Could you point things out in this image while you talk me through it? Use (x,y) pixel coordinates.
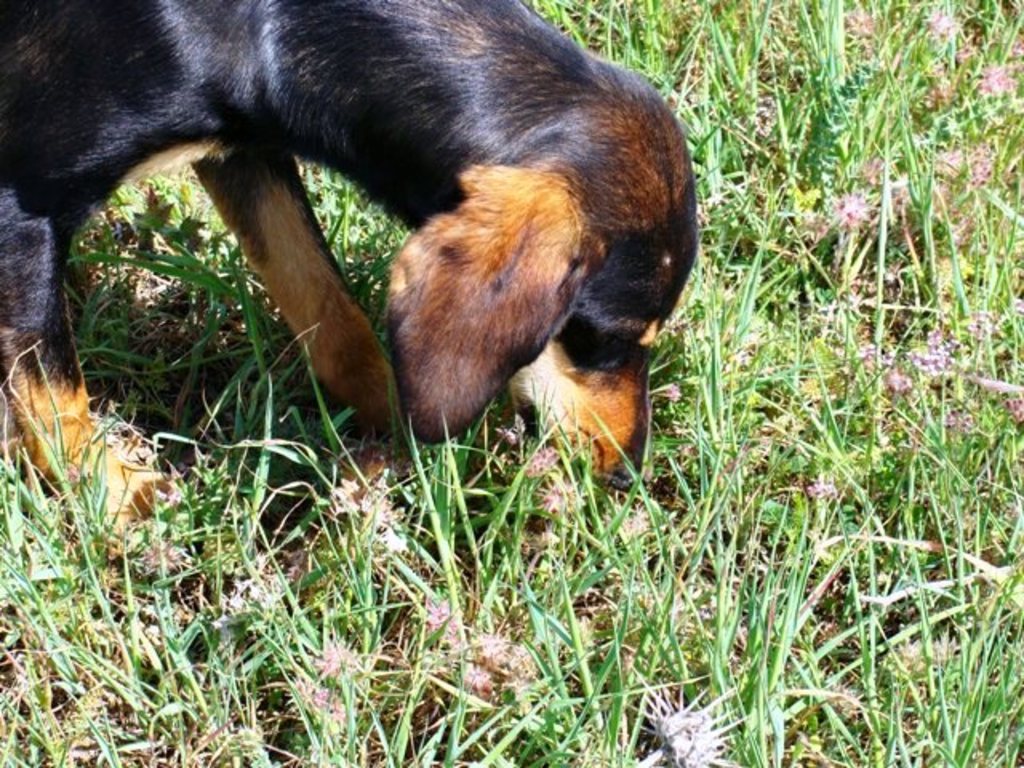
In this image I can see a dog (552,411) standing on the grass ground (71,495).
